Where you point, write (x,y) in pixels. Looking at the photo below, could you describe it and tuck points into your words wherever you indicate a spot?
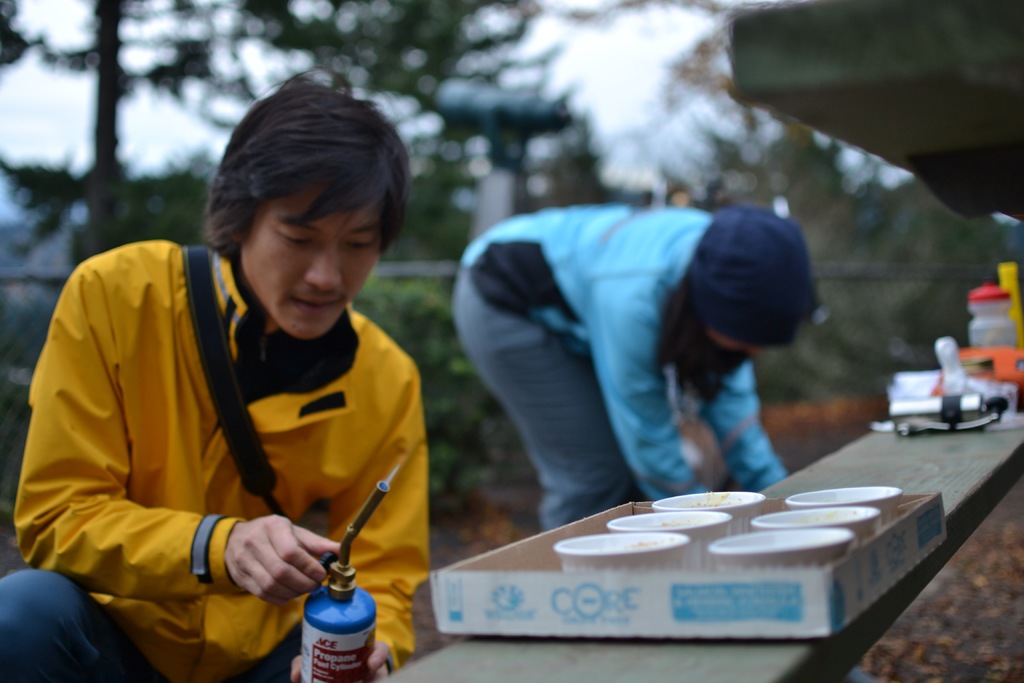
In this picture we can see two person's (360,357), a person (345,444) in the front (363,444) is holding a propane torch (345,565), on the right side (833,574) there is a box (802,587), we can see some cups (801,524) in the box (814,594), we can also see a bottle (990,331) and some things (969,370) on the right side (988,317), in the background (543,186) there are trees (381,89), we can see a blurry background (618,152).
